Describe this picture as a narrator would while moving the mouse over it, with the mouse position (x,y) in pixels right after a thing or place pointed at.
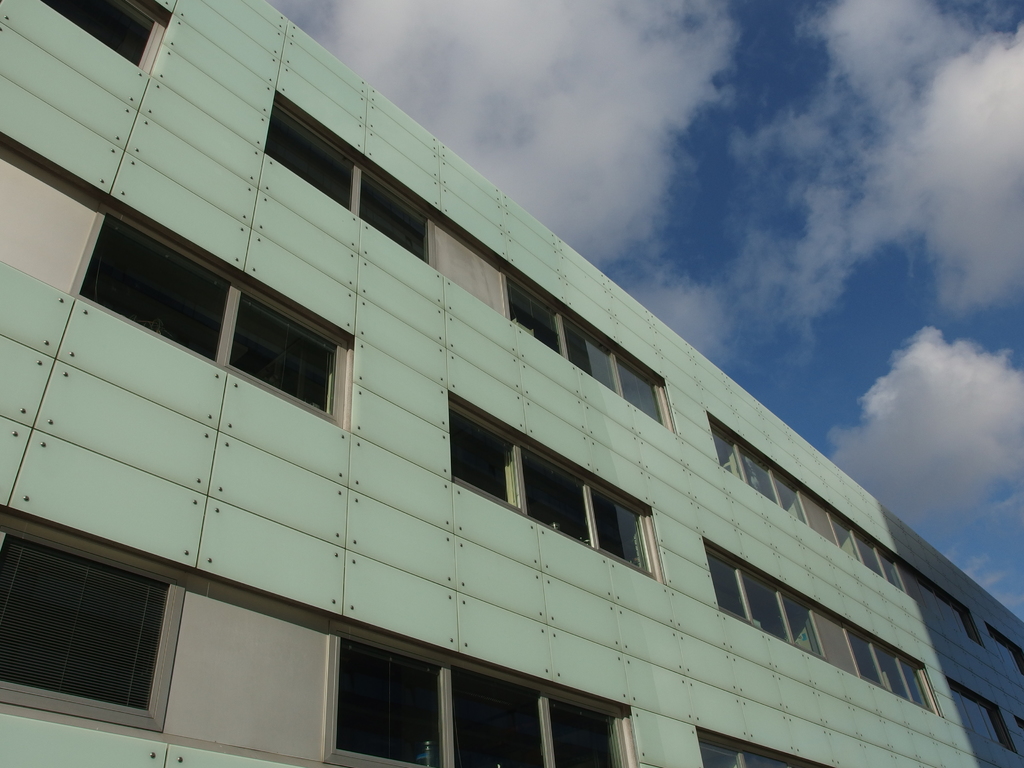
In this image there is a building (399,564) with windows (487,472). In the background (706,240) there is a sky (696,204) and clouds (538,142).
